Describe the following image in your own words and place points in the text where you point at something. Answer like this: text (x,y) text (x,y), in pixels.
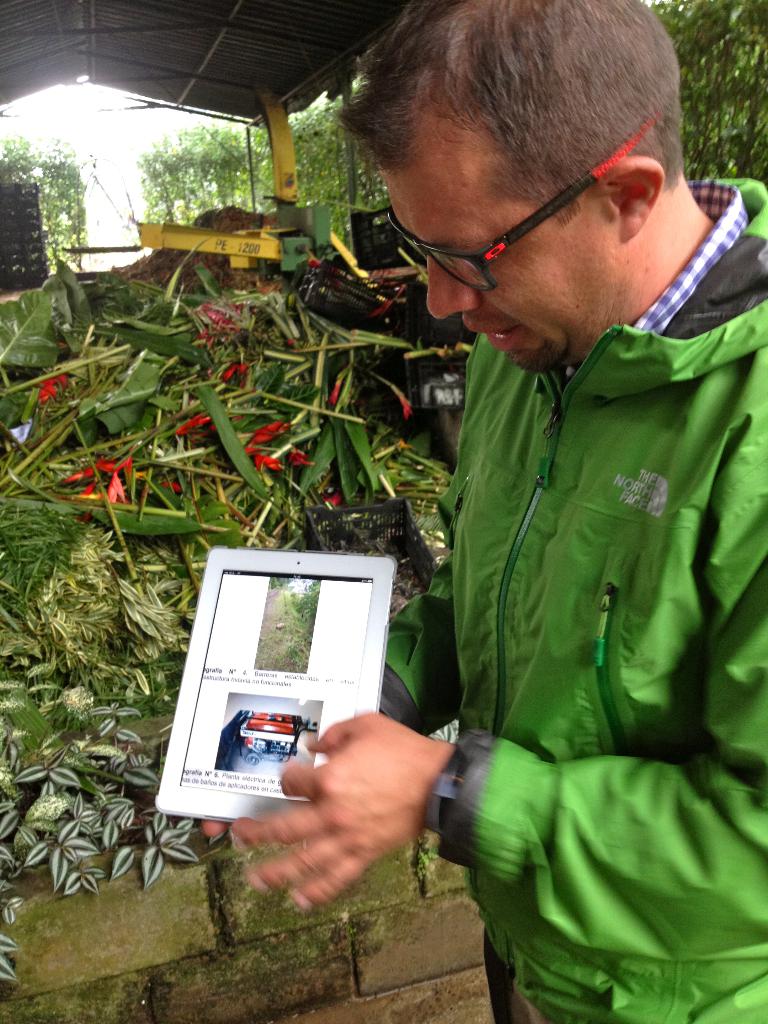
In this picture there is a man (565,858) with green jacket (551,854) is standing and holding the tab (319,566) and there is text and there is a picture (311,627) of a plant (313,607) and object (247,760) on the screen (247,760). At the back (293,394) there are plants (264,379) and flowers (180,429) under the shed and there might be a machine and there is an object (308,298). At the top (121,153) it looks like sky (83,97). At the bottom (384,903) there is a wall (171,918).
